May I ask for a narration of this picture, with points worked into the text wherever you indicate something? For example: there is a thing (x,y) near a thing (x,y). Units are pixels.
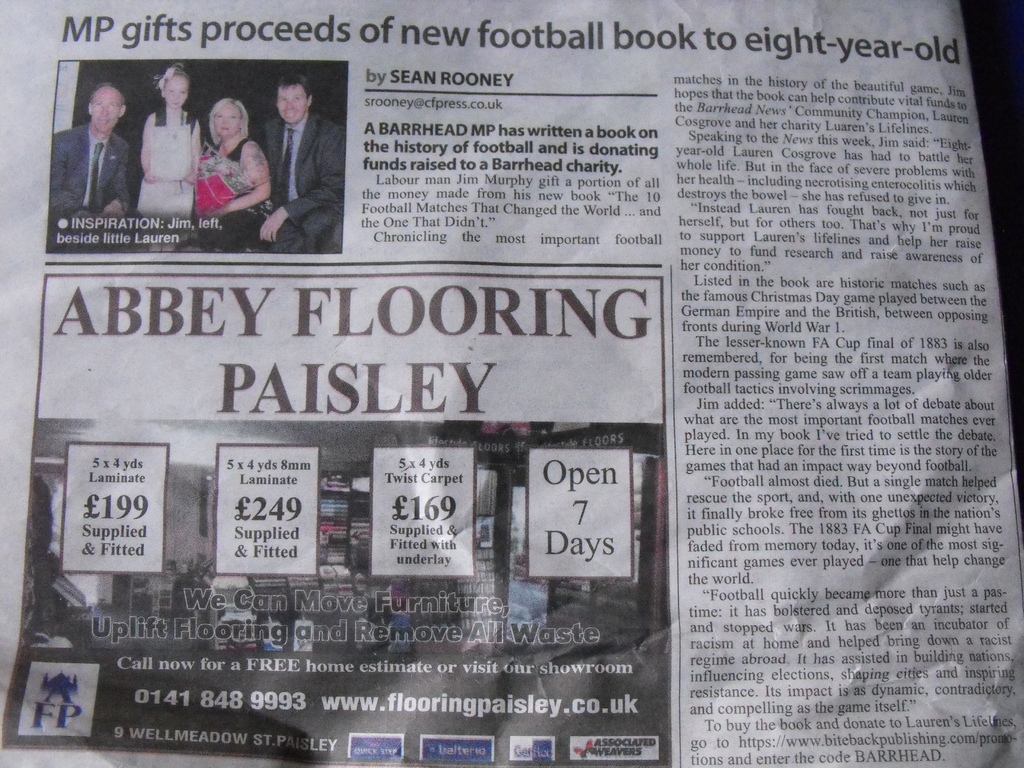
In this image, we can see a newspaper (519,624). In this paper (438,291), we can see pictures (177,225), some information (349,335), numbers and few things (524,566). Here we can see few people (301,167).
